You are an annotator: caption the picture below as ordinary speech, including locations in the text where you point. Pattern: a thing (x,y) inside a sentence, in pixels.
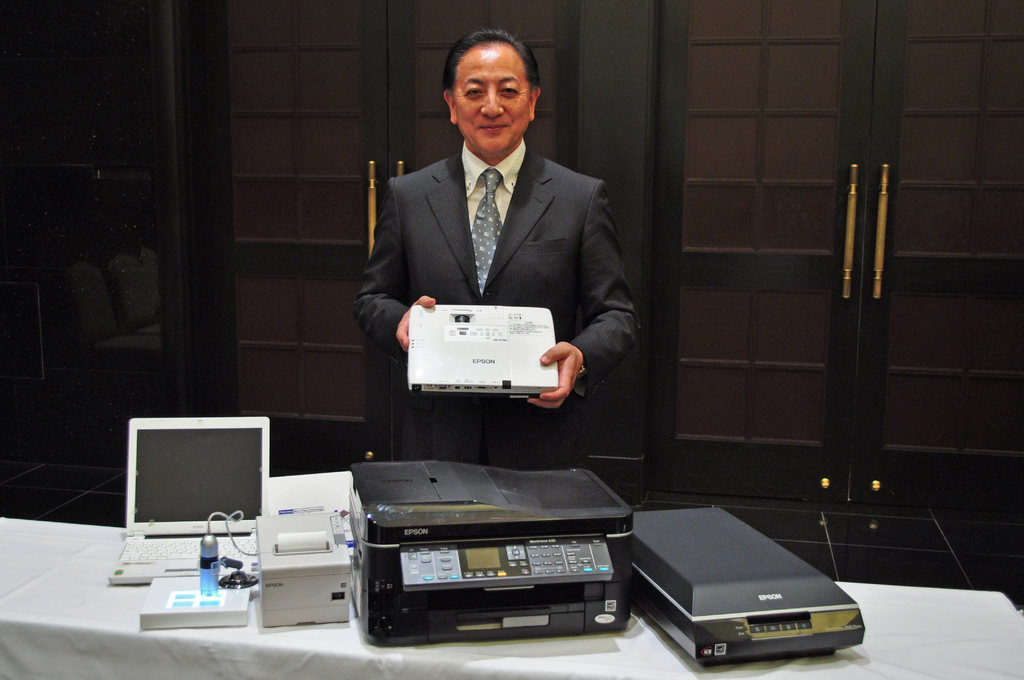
In this image I can see the person (392,248) standing and holding the white color electronic gadget (430,348). He is standing in-front of the white color table (245,663). On the table (33,586) I can see the laptop (226,481) and some black color electronic gadgets (569,584). In the back (656,36) I can see the doors (553,56).
